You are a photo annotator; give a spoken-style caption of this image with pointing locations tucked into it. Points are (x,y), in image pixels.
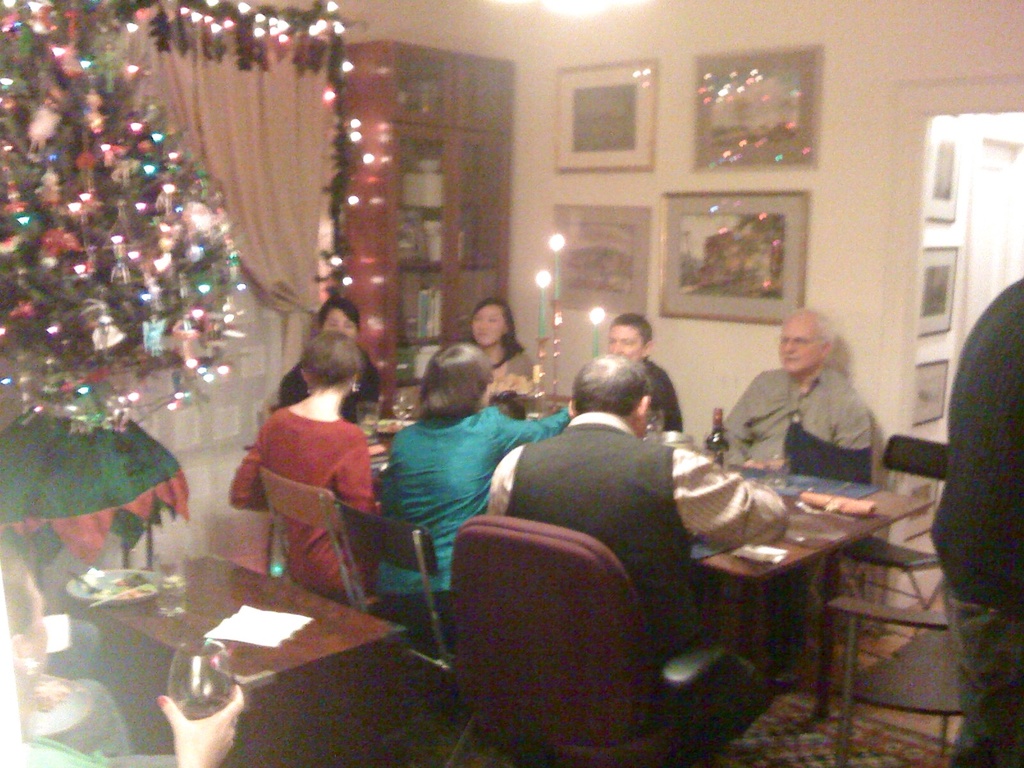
In this image i can see group of people (608,523) sitting on chair (598,610) there are few bottles (722,437), papers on a table (882,503) at the back ground (771,298) i can see few frames (751,219) attached to a wall (662,125), cup board (456,87), curtain (240,97) and few lights (257,20).
